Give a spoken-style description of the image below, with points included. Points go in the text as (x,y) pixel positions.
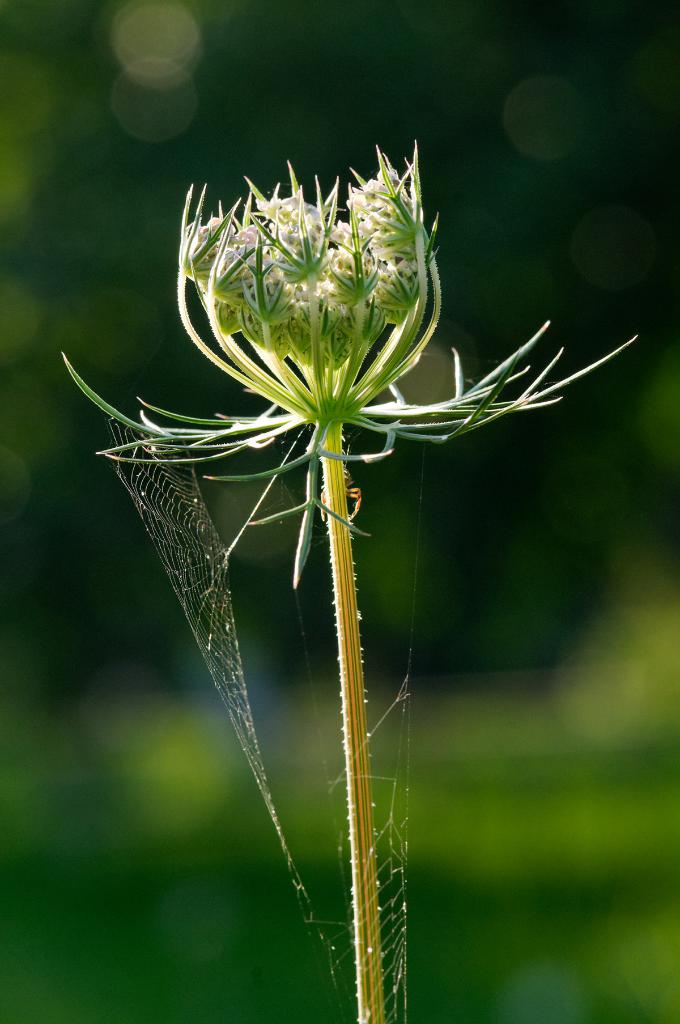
In the picture we can see a flower bud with a stem (370,840) and a spider web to it.
